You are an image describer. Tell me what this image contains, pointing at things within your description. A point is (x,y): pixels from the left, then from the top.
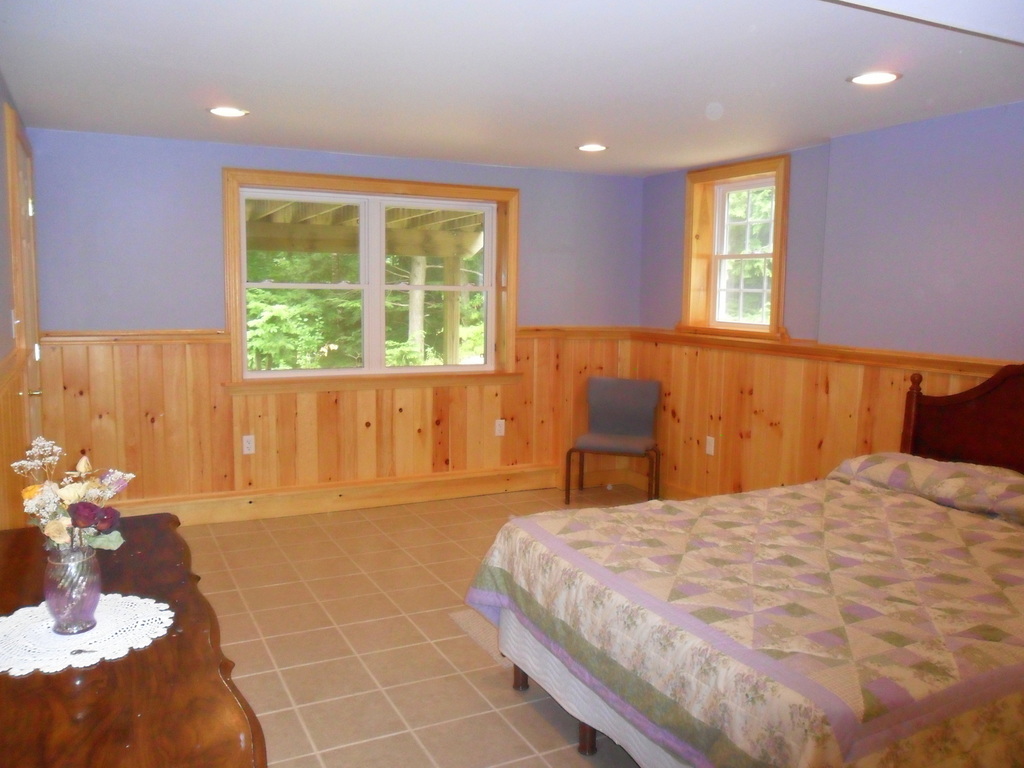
This picture is of inside the room (302,764). On the right (1015,536) there is a bed (936,493). On the left (124,580) we can see a table (151,595) on the top of which a flower vase (96,582) is placed. In the background (603,251) we can see a wall (625,250), two windows (718,248), chair (625,414) and through the window (401,334) we can see the outside view (326,311) containing trees (307,274) and plants (421,344).
